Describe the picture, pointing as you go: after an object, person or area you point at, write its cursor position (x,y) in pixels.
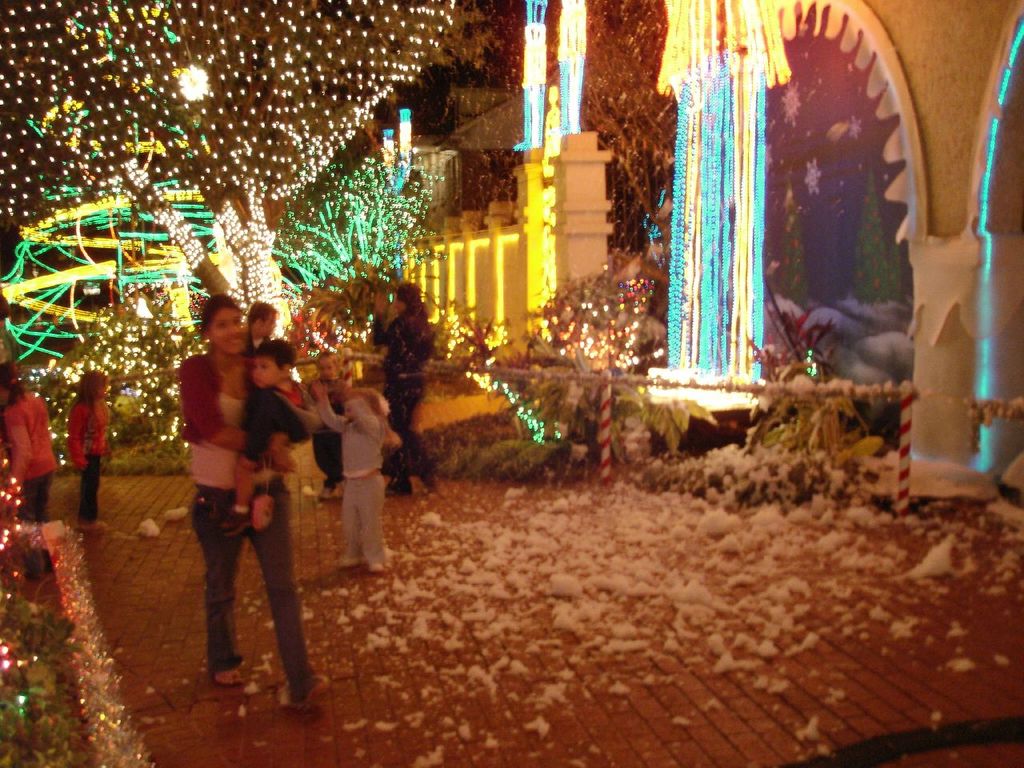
In this picture, we see a woman (222,377) in the white T-shirt (215,478) is holding a boy (291,414) in her hands (269,449) and she is smiling. At the bottom (596,691), we see the pavement (679,695). Behind her, we see the people (345,404) are standing. On the left side (57,635), we see the trees (57,688) which are decorated with the lights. On the right side (946,234), we see the pillars (928,305) and a building (918,177), which is decorated with the lights (675,345). In the background (167,84), we see the trees (152,97) which are decorated with the lights (172,231). This picture might be clicked in the dark.
